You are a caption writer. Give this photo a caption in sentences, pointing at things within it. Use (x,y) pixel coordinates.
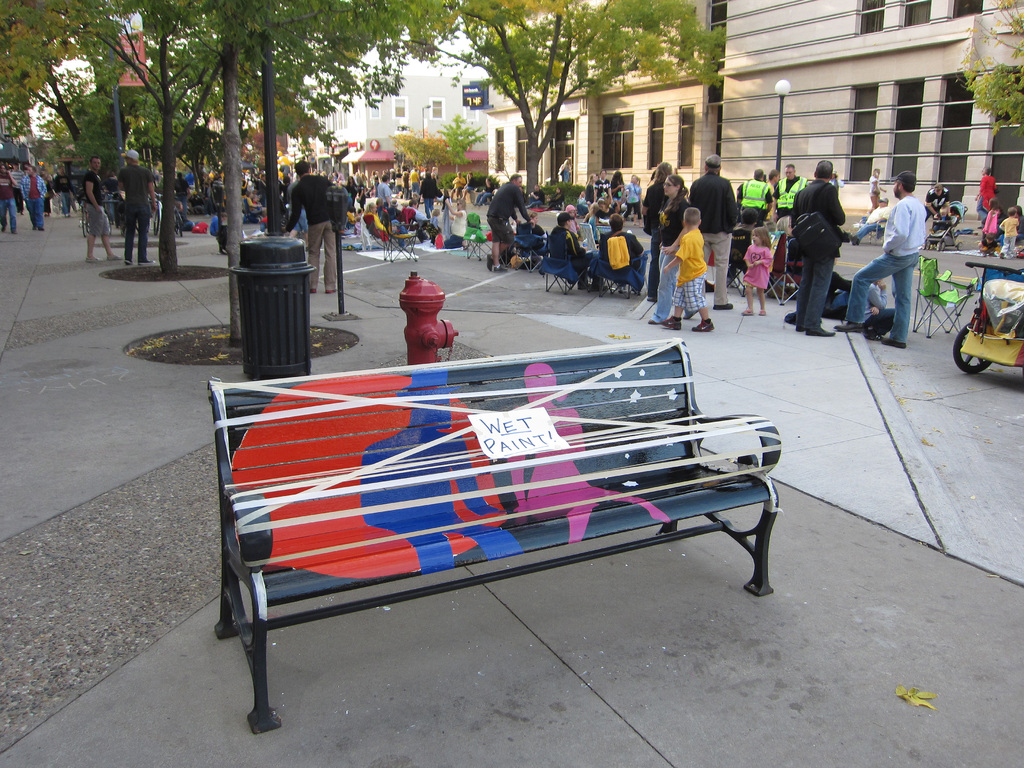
In this image I can see a group of people (578,233) among them few are sitting and few are standing. I can also see there is a bench (347,460), buildings (567,117) and couple of trees (300,73).
